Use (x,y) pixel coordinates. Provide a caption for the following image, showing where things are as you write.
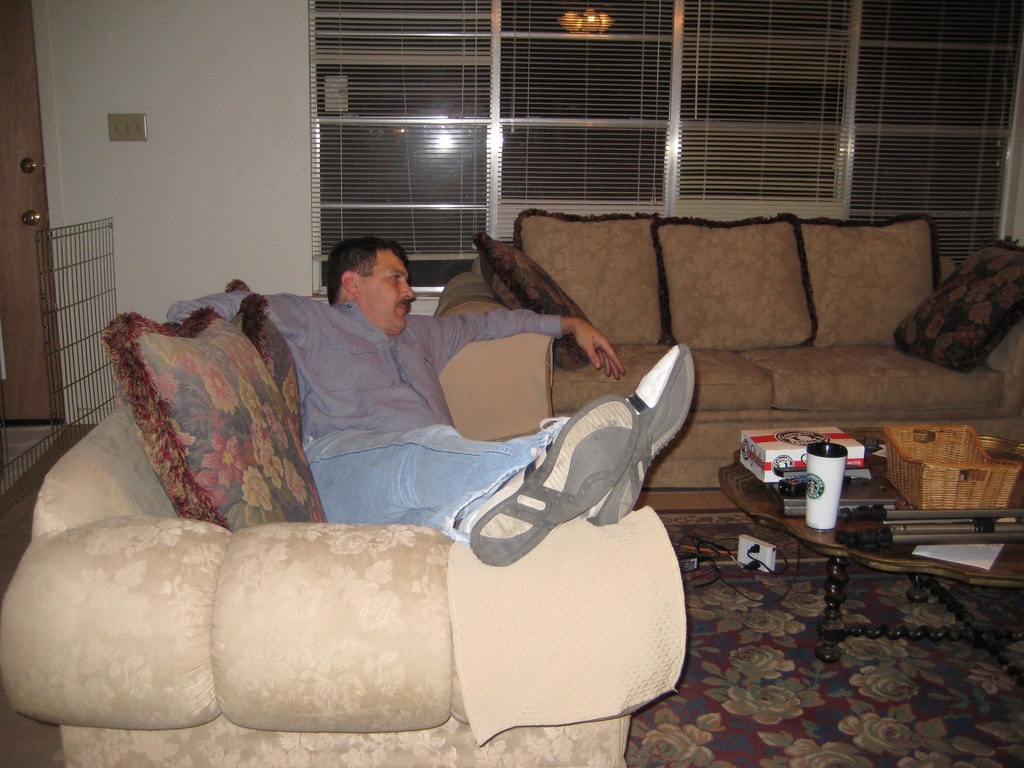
There is a person (426,442) who is lying on the couch (191,627) and at the right side of the image (921,260) there is an another couch (761,319) and at the bottom right of the image (826,599) there is a table (986,579) on which there are different objects (980,491) at the top of the image (705,216) there is a window (509,40) and at the left of the image (32,84) there is a switch board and wooden door (22,193).
